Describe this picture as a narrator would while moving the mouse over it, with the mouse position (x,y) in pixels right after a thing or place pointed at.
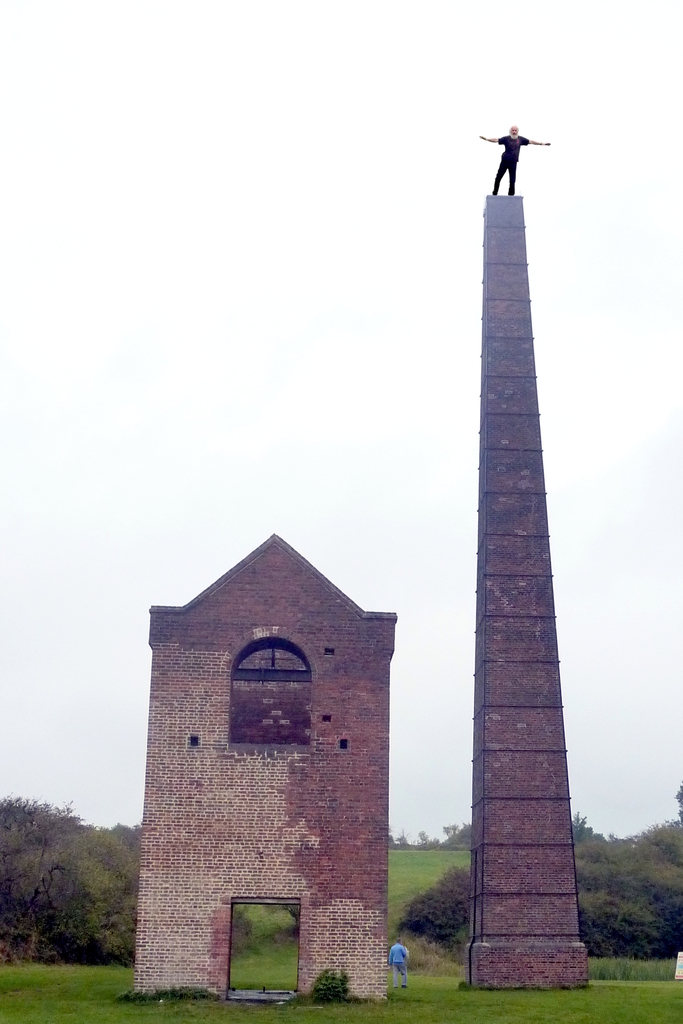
In this image we can see a person (509,178) on the tower (499,758). And we can see a wall (254,731) with the arch (260,644). And we can see the grass (425,858) and trees (428,849). And we can see the sky (294,410).
